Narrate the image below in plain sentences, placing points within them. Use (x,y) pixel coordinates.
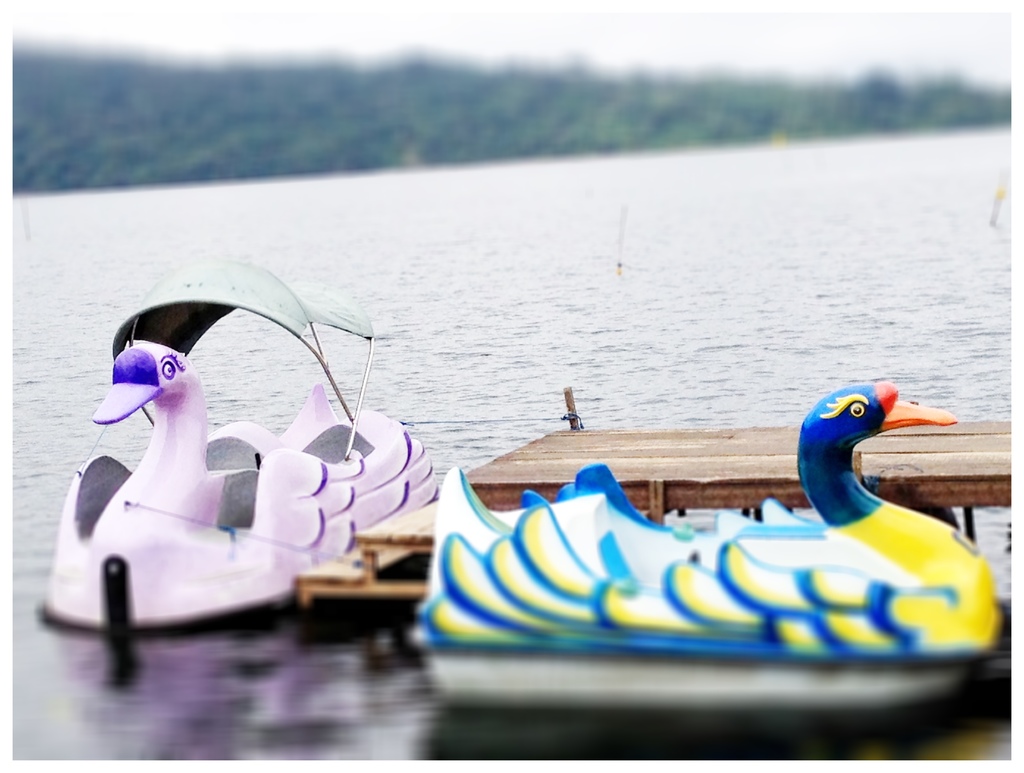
In this image there are two boats (784,653) in the water (351,661). Beside the boats (472,490) there is a wooden platform (789,477). In the background of the image (517,107) there are trees (587,73) and sky (616,59).
